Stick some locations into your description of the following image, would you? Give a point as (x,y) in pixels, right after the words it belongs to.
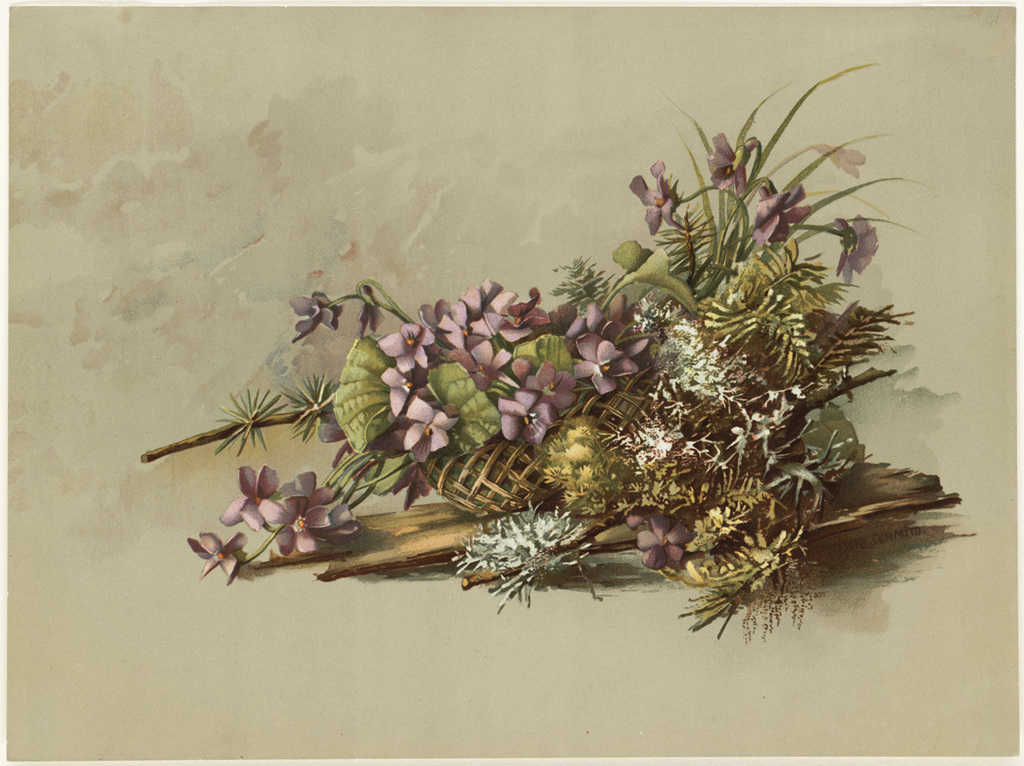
In this image we can see the picture (617,538) of bunch of flowers (567,386) on a paper (401,295).
